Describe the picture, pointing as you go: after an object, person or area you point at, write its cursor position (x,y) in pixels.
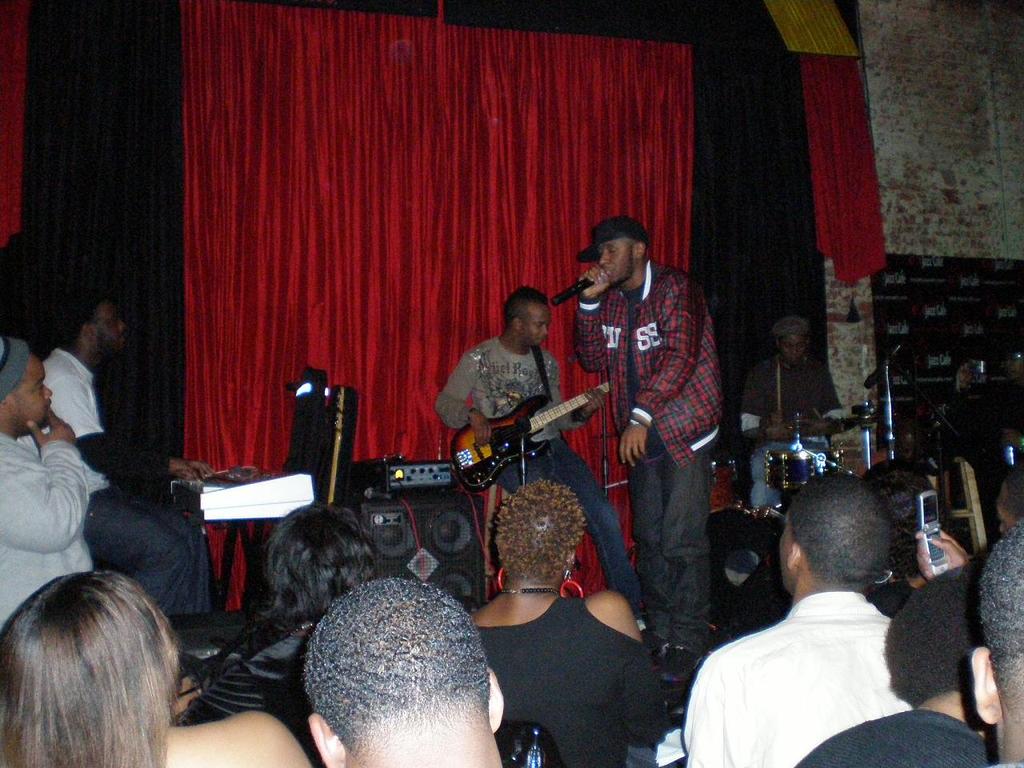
In the image we can see there are people (682,430) who are standing and holding mic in his hand (586,295) and other person (581,416) is holding guitar (473,449). In Front (116,682) there are people (605,712) who are sitting and they are watching the people (605,337) and at the back (446,204) the curtains (502,194) are in red colour.
